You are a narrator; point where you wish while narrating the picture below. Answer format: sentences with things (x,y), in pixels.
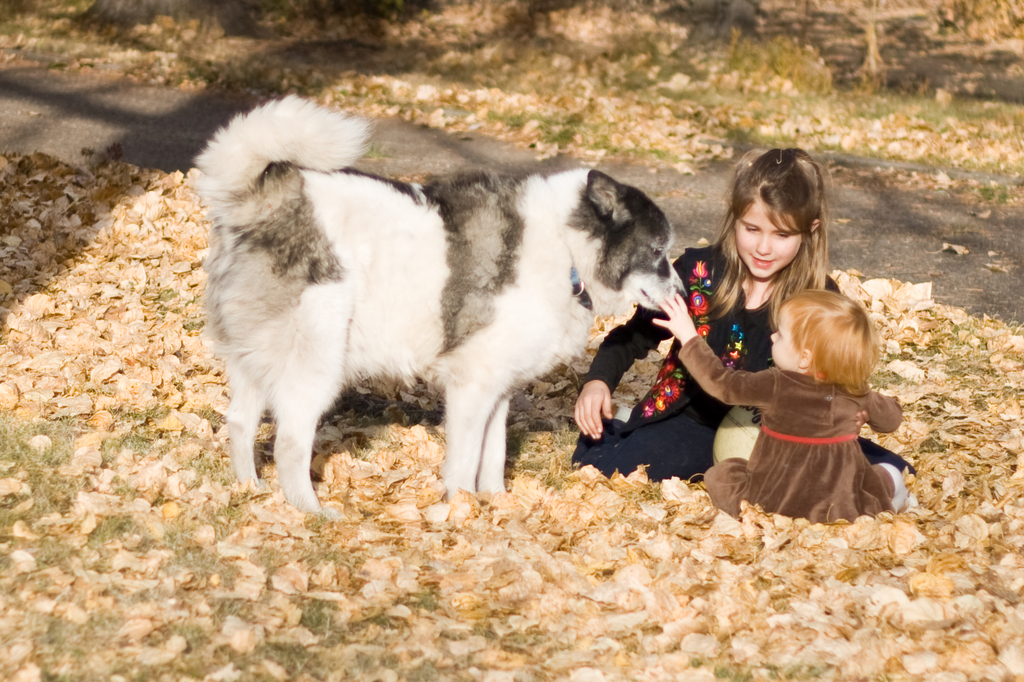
In this image we can see a girl (699,278) and a baby girl (845,318) are sitting on the floor (793,576). This baby girl (795,489) is touching his dog (436,188).
